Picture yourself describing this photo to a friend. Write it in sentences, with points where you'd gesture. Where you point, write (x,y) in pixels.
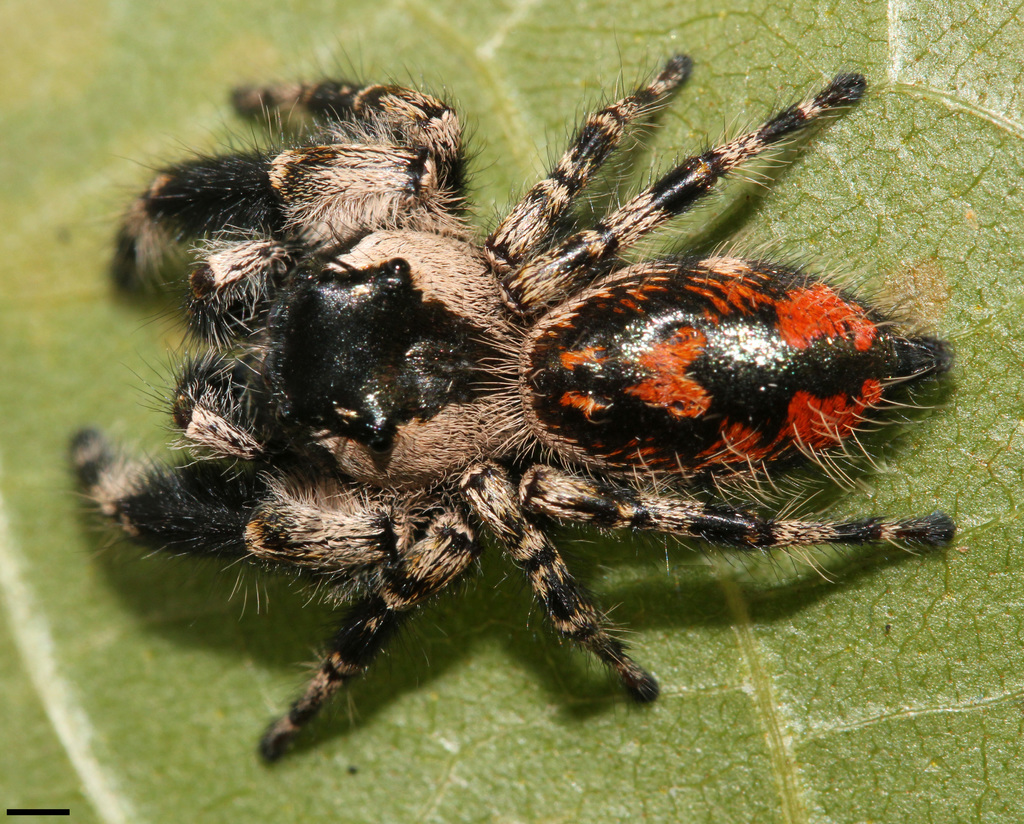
In this image I can see an insect (410,417) which is in black, red and brown color. It is on the green color leaf (752,673).
